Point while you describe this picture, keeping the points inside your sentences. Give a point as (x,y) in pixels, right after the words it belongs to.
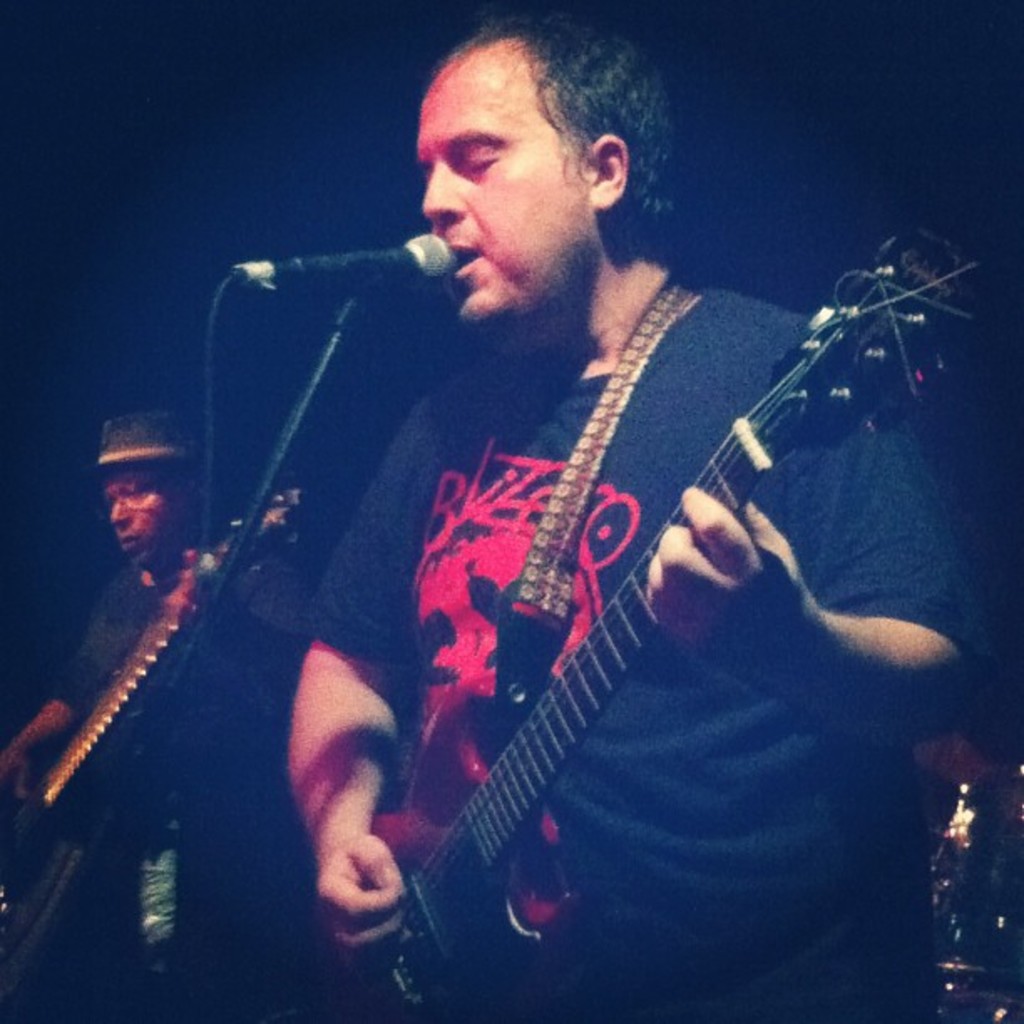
Here is a person (432,650) standing and playing guitar (464,804). He is singing a song. This is the mic (325,271) attached to the mike stand (179,674). At background (165,603) I can see another person (107,645) standing and playing some musical instrument (99,736).
